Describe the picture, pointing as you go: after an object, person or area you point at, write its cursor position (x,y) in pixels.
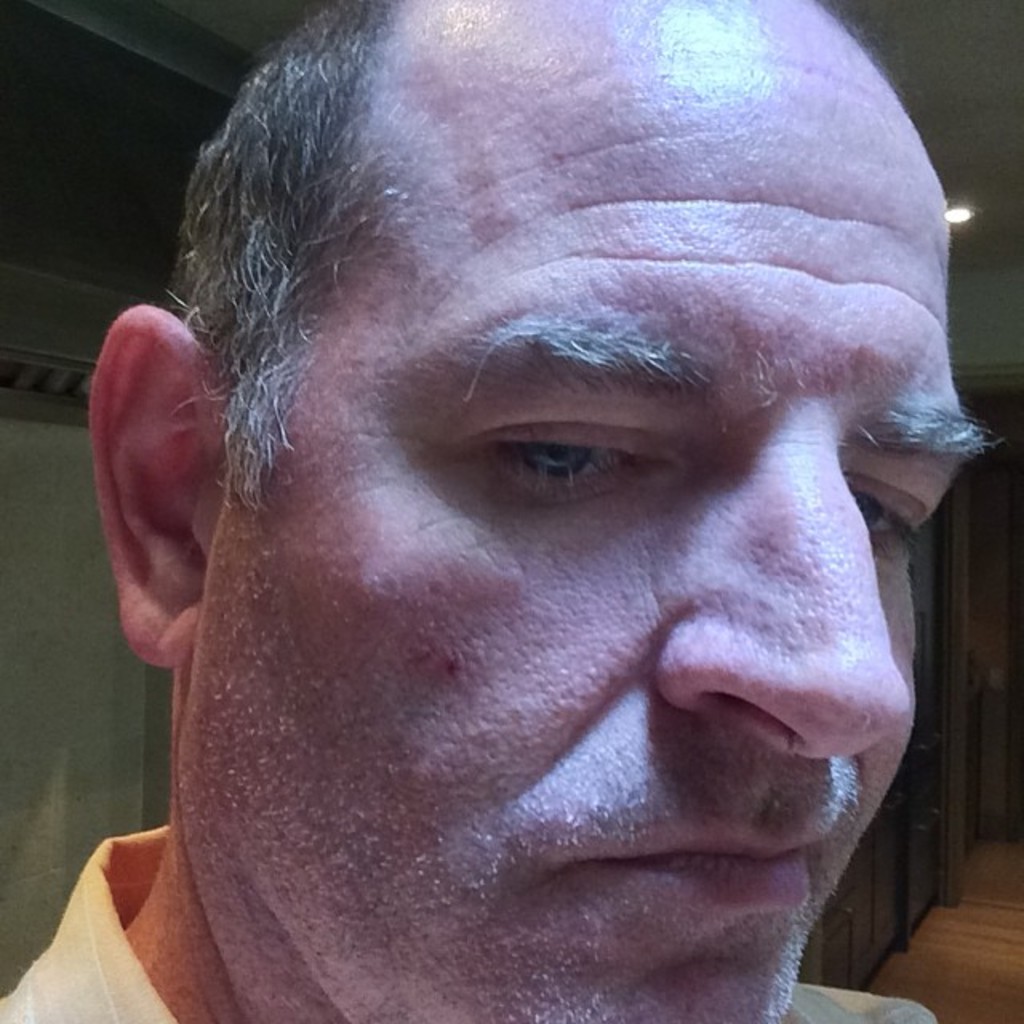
This image is taken indoors. In the background (98,615) there is a wall (915,572). At the top of the image (942,46) there is a ceiling (950,52) with a light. On the right side of the image (956,965) there is a floor (966,950). In the middle of the image (608,576) there is a man (554,711).
